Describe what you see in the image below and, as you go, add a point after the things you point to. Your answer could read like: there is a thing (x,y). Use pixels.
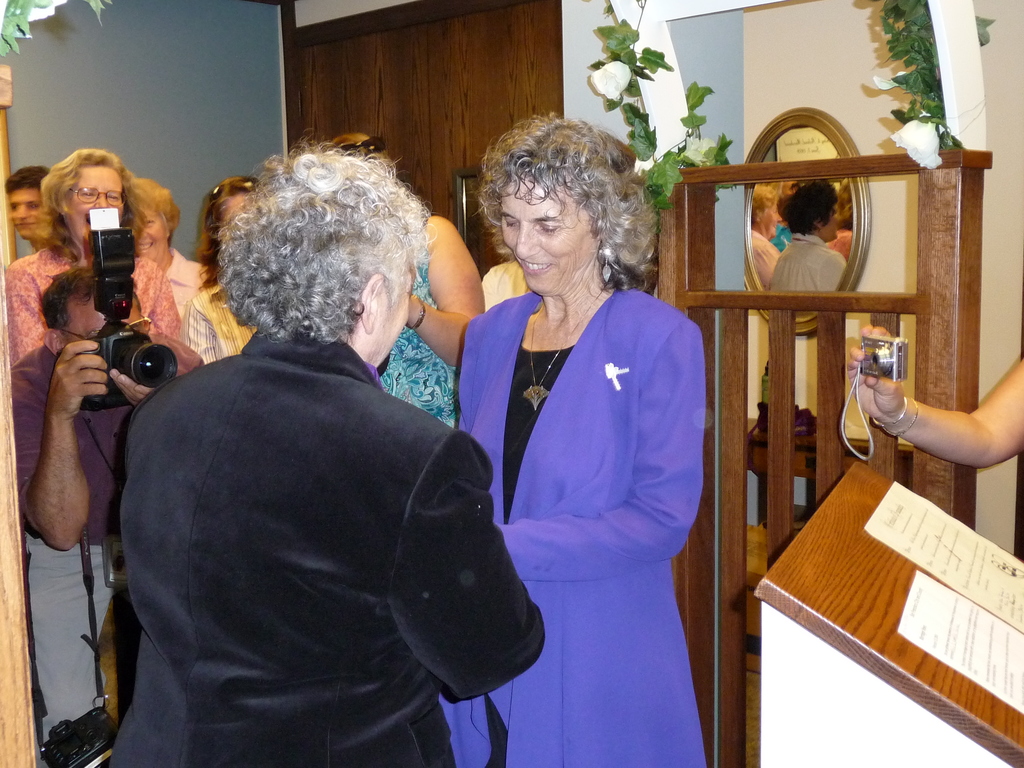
In this image we can see a woman (588,447). She is wearing purple color dress (597,614). In front her, one person (336,465) is there. The person (357,178) is wearing black color coat (290,617). Background of the image (82,213) we can see women (119,201) are standing. On the left side of the image (42,397), one man (42,417) is standing. He is wearing shirt (28,472) and pant (27,547). He is holding camera (144,368) in his hand (105,383). There is a human hand (941,421) holding camera (867,365) on the right side of the image (1000,427). At the right bottom of the image (836,660) we can see a table (809,645). On the table (880,604), papers (928,610) are there. One mirror (810,158) is attached to the wall (832,57). At the top of the image (493,73), door (422,40) is there.
